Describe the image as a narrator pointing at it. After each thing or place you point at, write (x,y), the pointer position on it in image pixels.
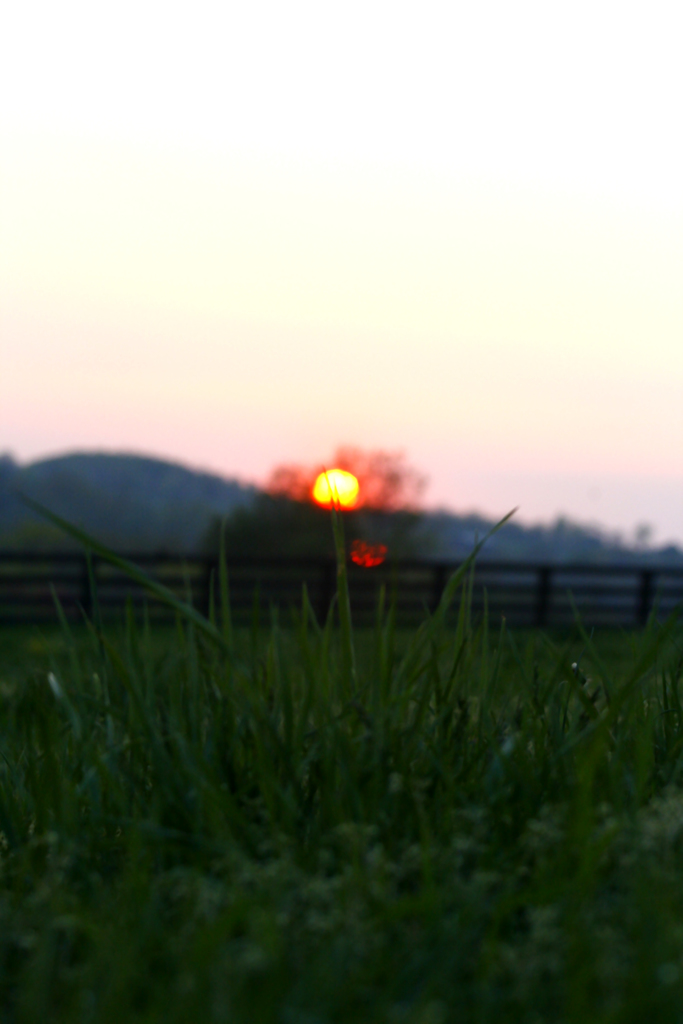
In this picture we can observe green color grass (317,767) on the ground (212,642). There is a railing (229,586). In the background (121,459) we can observe a hill (156,490), sky (269,463) and a sun (335,486).
